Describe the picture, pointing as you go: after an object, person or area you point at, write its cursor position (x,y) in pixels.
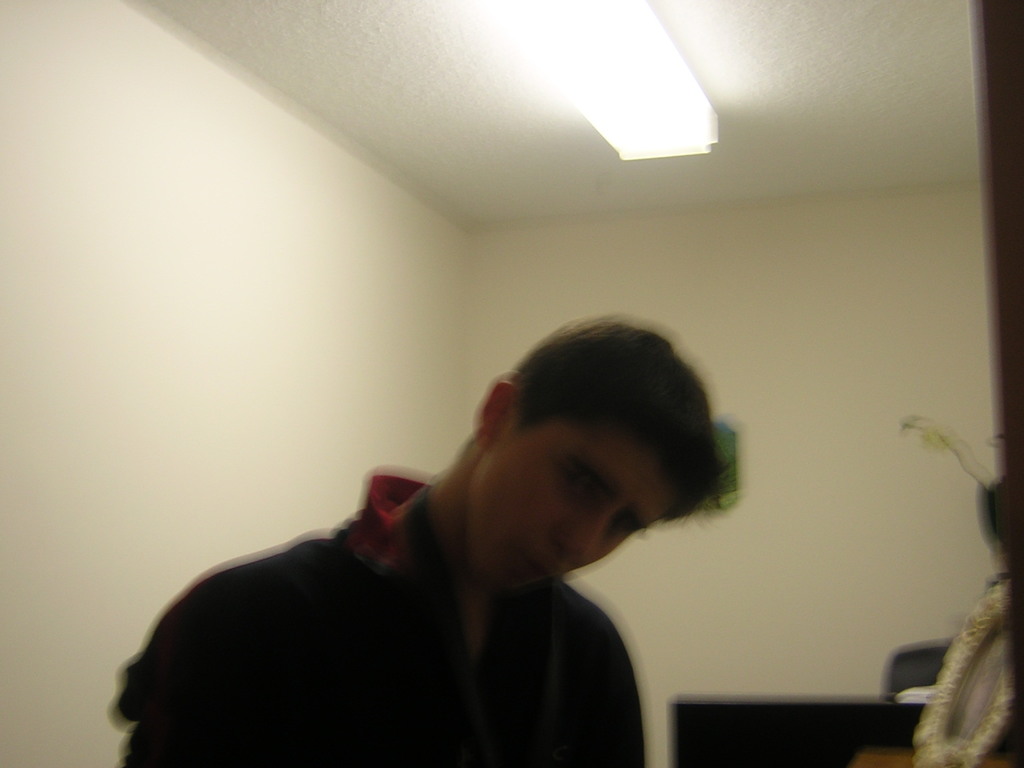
In this image there is one person (382,552) standing as we can see at bottom of this image (459,614) and there is a light (638,107) at top of this image (646,89) and there are some objects (896,674) kept at bottom right corner of this image (911,671) and there is a wall (491,337) in the background (429,267).
